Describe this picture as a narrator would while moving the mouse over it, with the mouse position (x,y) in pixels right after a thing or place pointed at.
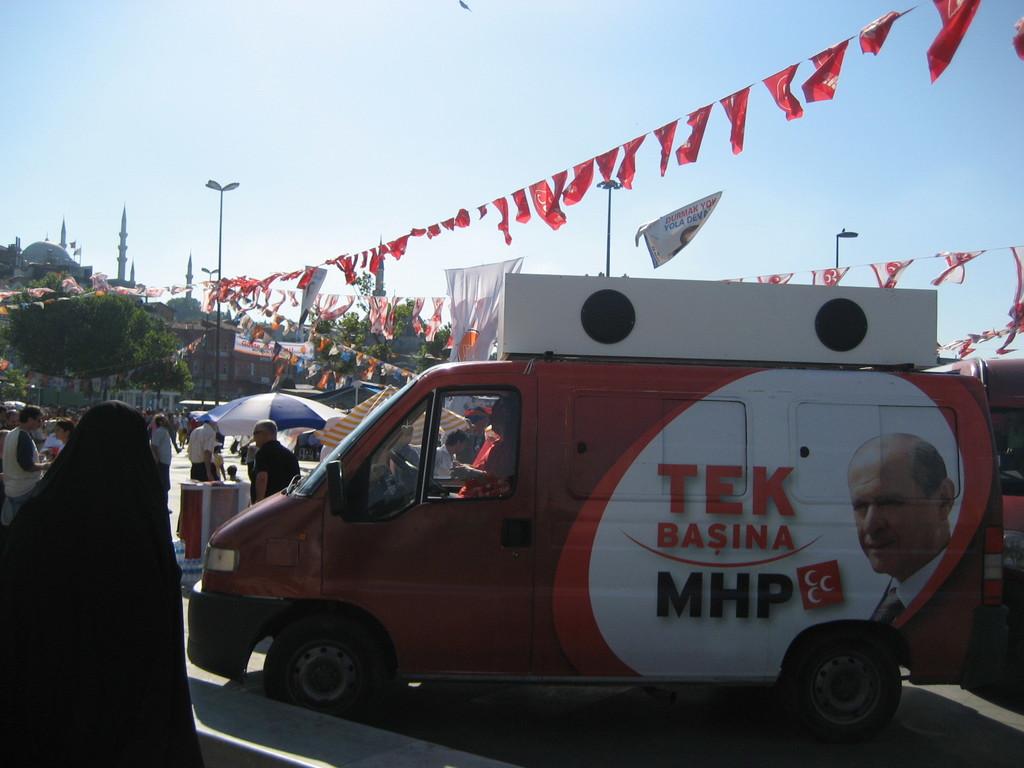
Here in the middle (556,316) we can see a van (223,599) present and there is a poster (781,399) on the Van (917,618) with a person's face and we can see people (147,431) Standing and walking here and there and we can see an umbrella (298,419) in the middle (350,423), we can see trees (164,337), we can see a light post (219,240), we can see a decorating paper (257,281) present.
